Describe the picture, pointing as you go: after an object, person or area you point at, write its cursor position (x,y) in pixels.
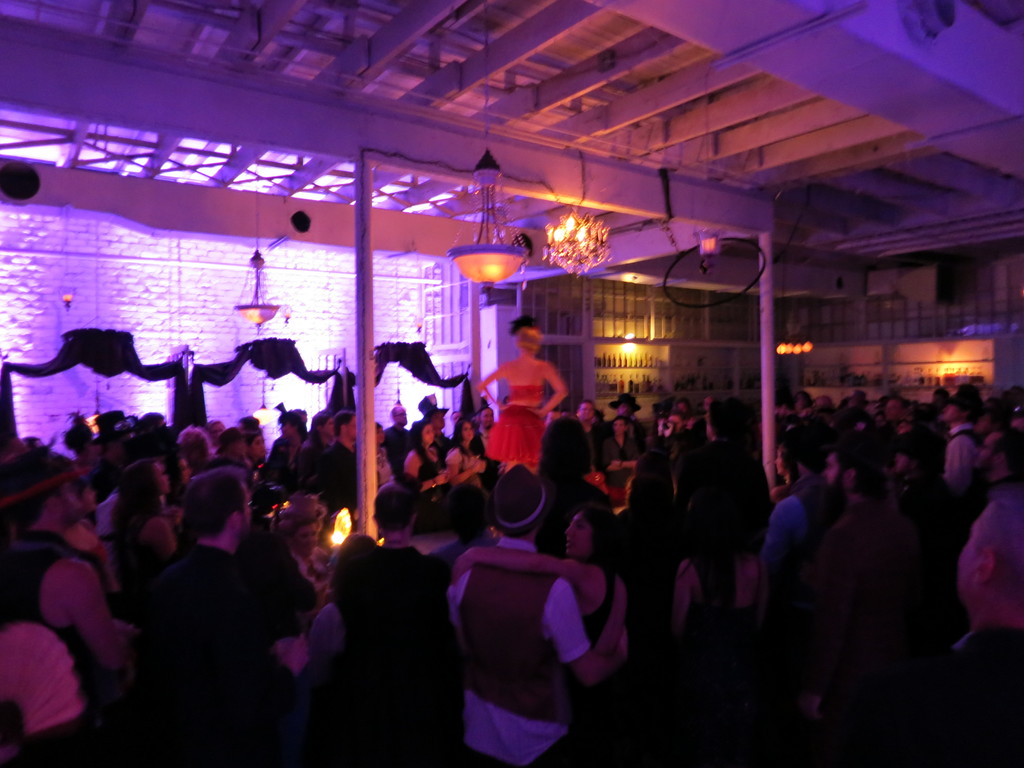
In this picture we can see there are groups of people (434,482). In front of the people (493,457), there are pillars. At the top of the image (256,240), there are chandeliers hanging to the ceiling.
